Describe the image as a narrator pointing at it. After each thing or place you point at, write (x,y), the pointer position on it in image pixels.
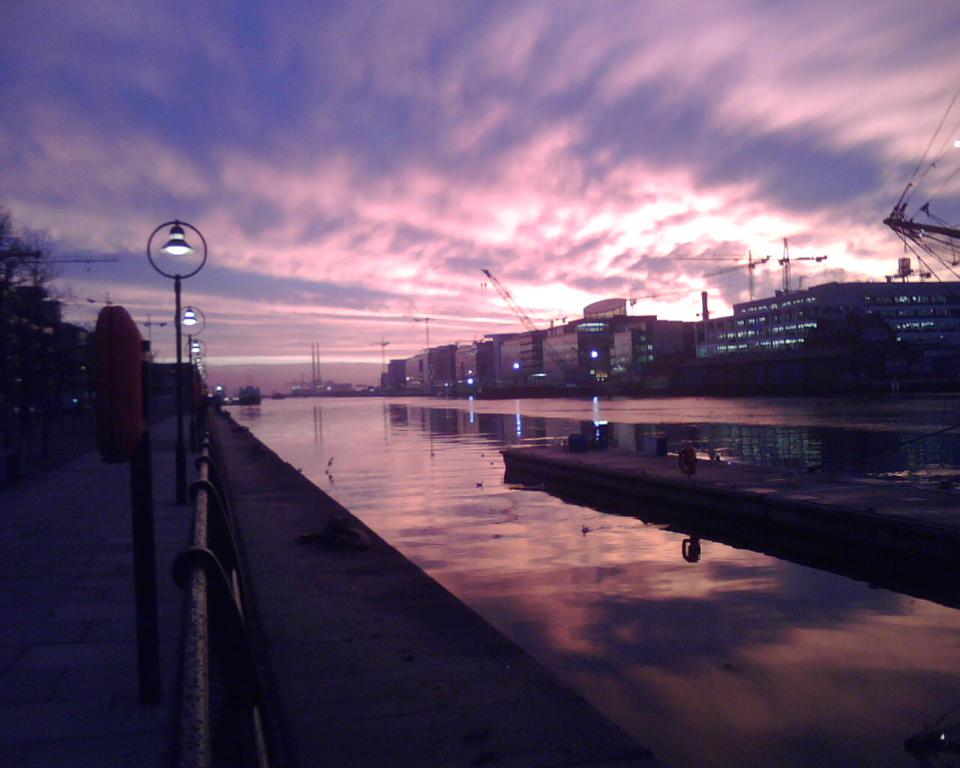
In this picture, i see few buildings (646,366) and few cranes (733,263) and water (589,609) and few pole lights (177,228) and trees (2,271) and a cloudy sky (612,205).
